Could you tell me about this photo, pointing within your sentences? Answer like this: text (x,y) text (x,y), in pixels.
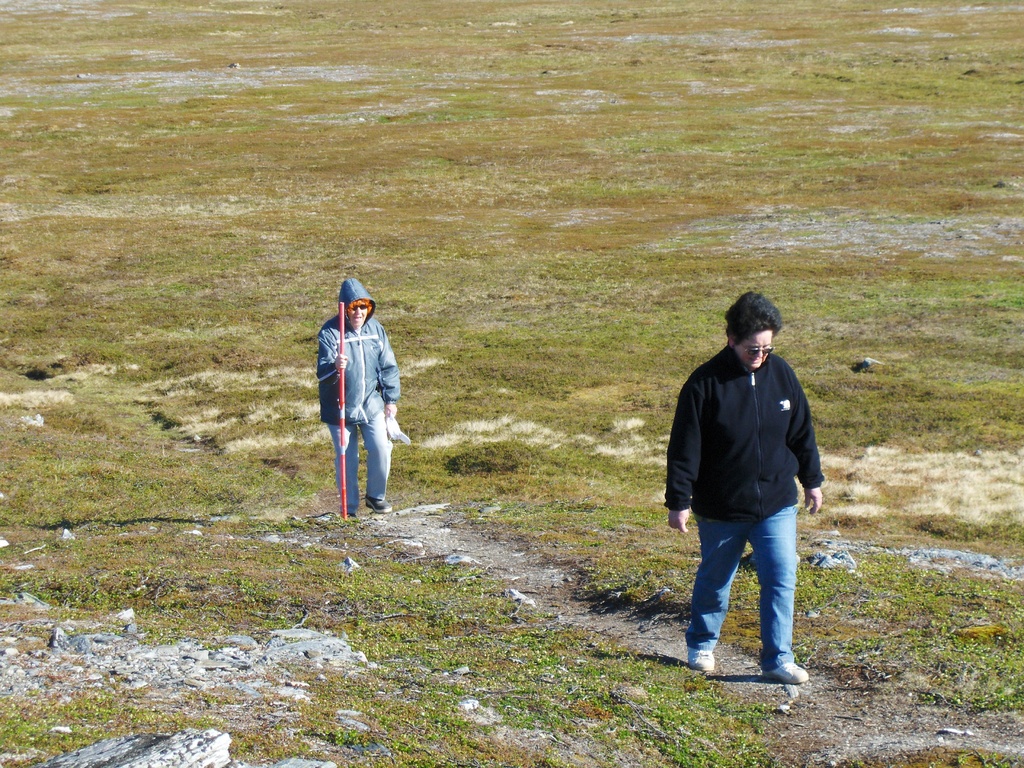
On the right side of the image (763,649) we can see a person (786,641) walking. In the center (342,497) there is a person (367,499) holding a stick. At the bottom (267,613) there is grass (512,702).
